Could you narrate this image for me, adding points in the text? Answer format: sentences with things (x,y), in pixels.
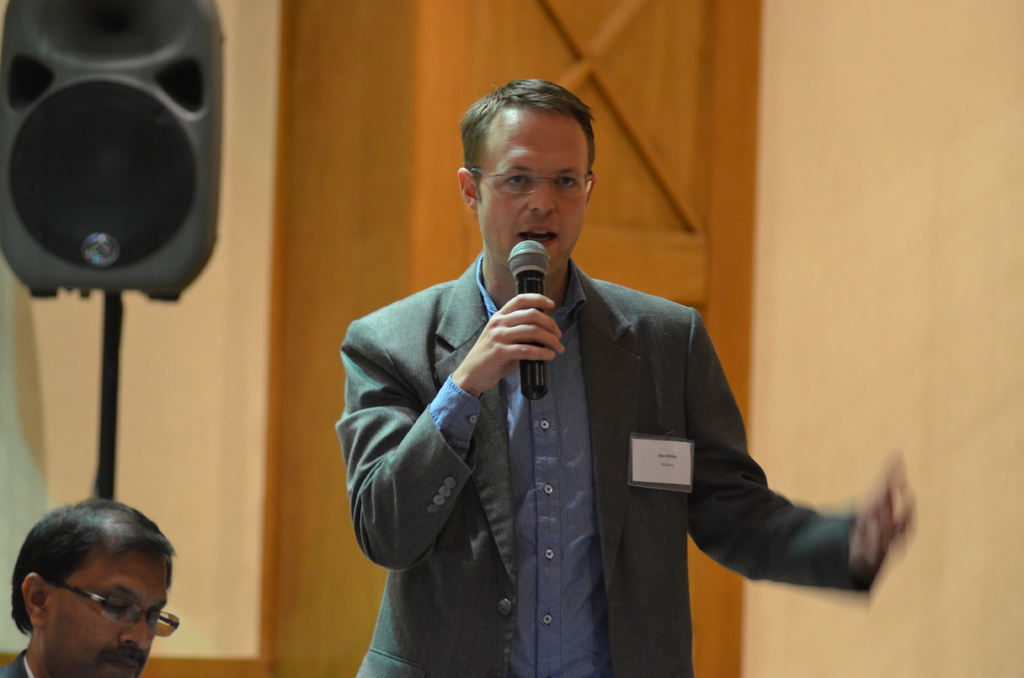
In this picture we can see a man (560,391) wearing suit (593,409) and holding a mic (530,319) in his right hand (510,358) and behind in the speaker (110,242) and a person (75,574) beside him.
